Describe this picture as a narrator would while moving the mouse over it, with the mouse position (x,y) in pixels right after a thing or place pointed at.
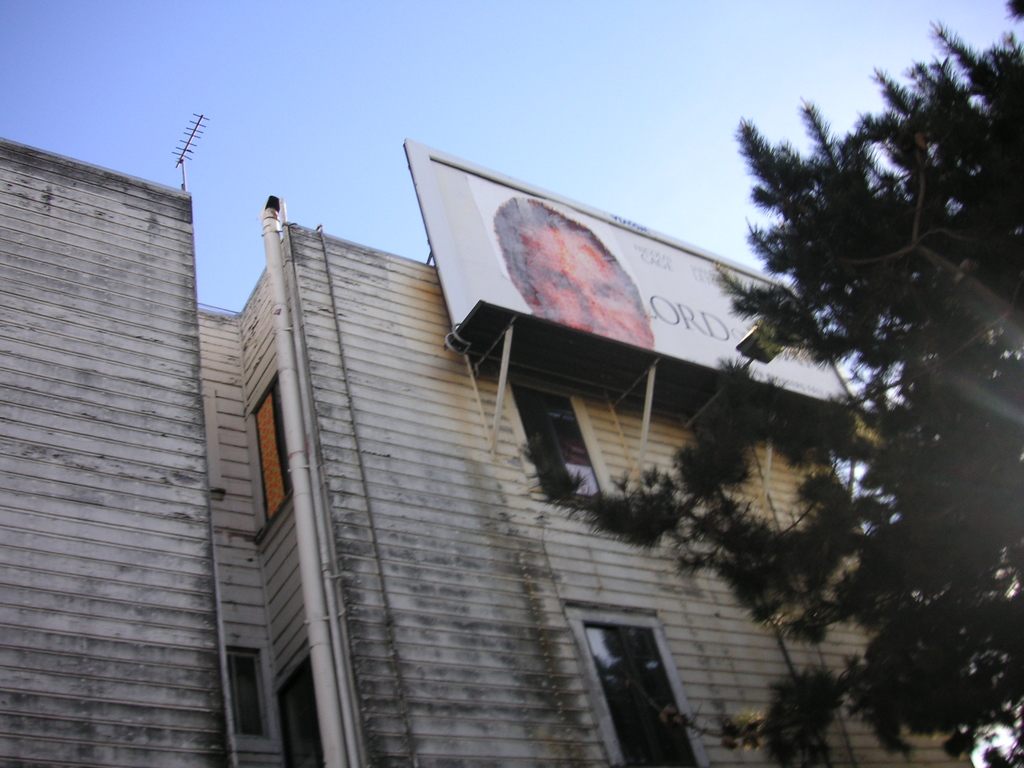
In this image in the center (507,429) there is a building (626,756), and on the right side (842,348) there is a tree (931,143) and there is one board (596,287) on the building (185,204) and antenna (184,189). At the top (320,117) there is sky (531,74).
